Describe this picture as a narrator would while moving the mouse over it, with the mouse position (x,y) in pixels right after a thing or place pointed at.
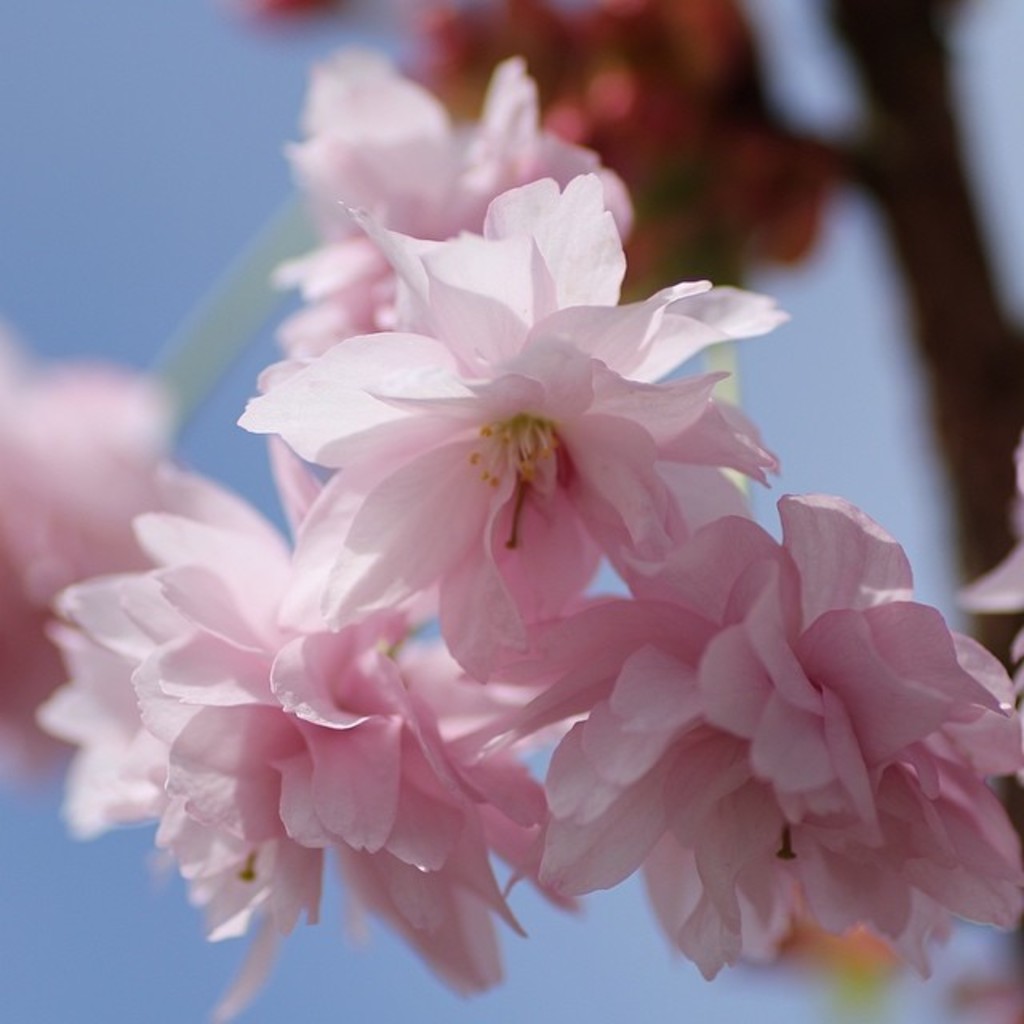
In this image, we can see flowers (540,598). The background of the image (761,201) is blur.
